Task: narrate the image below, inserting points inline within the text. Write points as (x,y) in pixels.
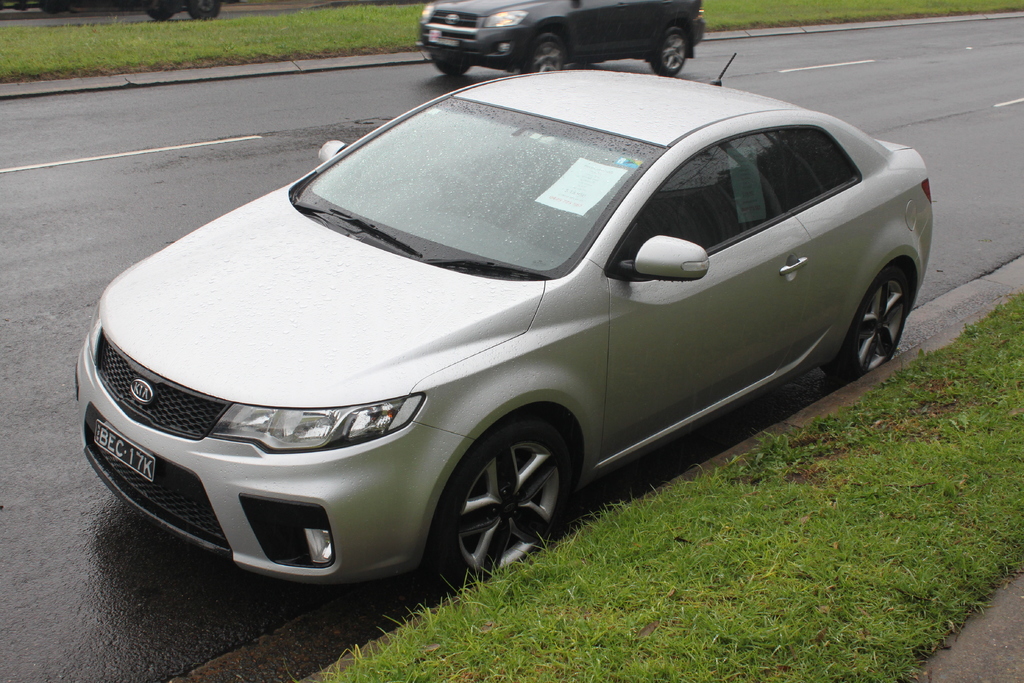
In this image there is a road (49,417) on which there are two cars (437,249). At the bottom (706,603) there is grass (784,557). There are droplets (483,181) of water (504,183) on the car mirror (419,229).
